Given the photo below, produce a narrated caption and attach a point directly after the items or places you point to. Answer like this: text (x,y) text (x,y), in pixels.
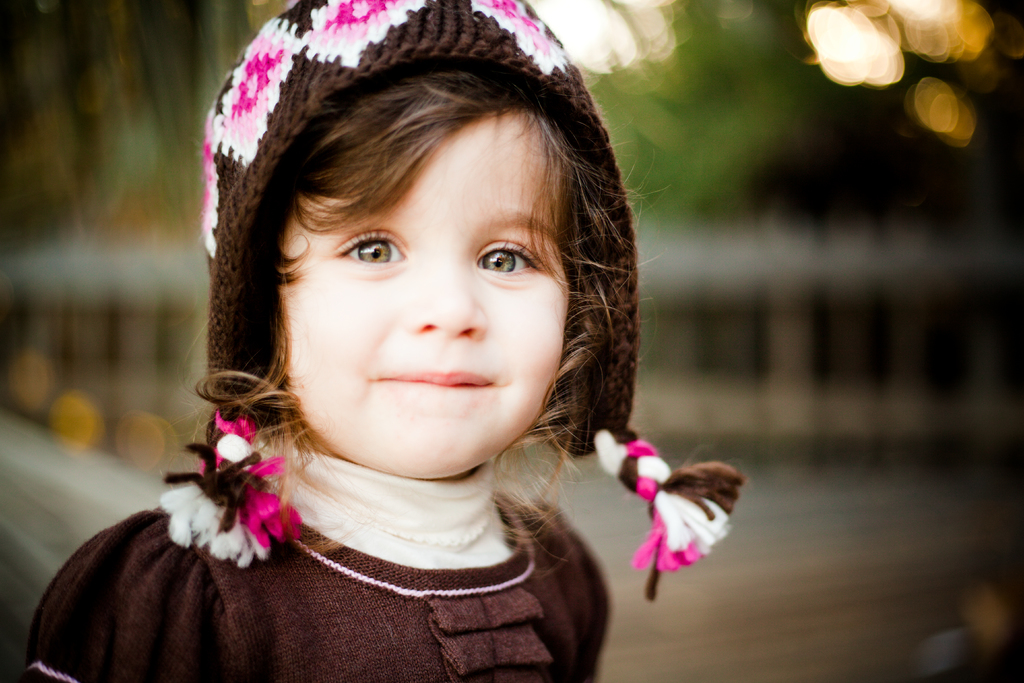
In this picture I can observe a girl (318,557). This girl (395,369) is smiling. She is wearing brown color dress (318,580) and a cap (266,87) on her head (353,410). The background (46,184) is completely blurred.
